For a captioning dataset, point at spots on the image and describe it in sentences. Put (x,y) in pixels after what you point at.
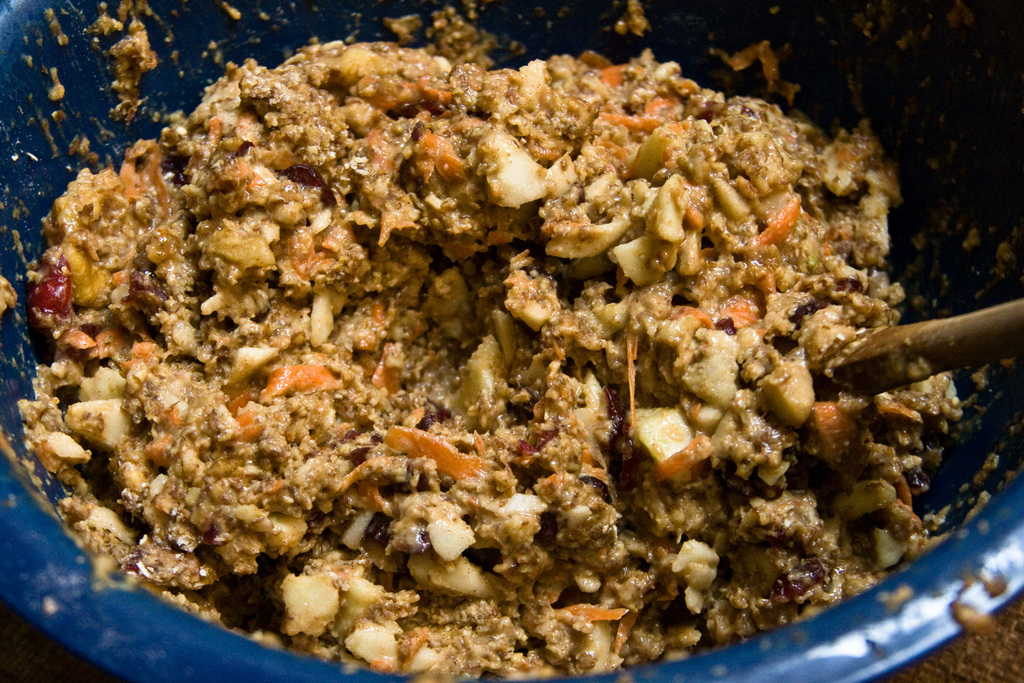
In this picture, we see a blue bowl (916,560) containing a wooden spoon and the food item (791,387).
